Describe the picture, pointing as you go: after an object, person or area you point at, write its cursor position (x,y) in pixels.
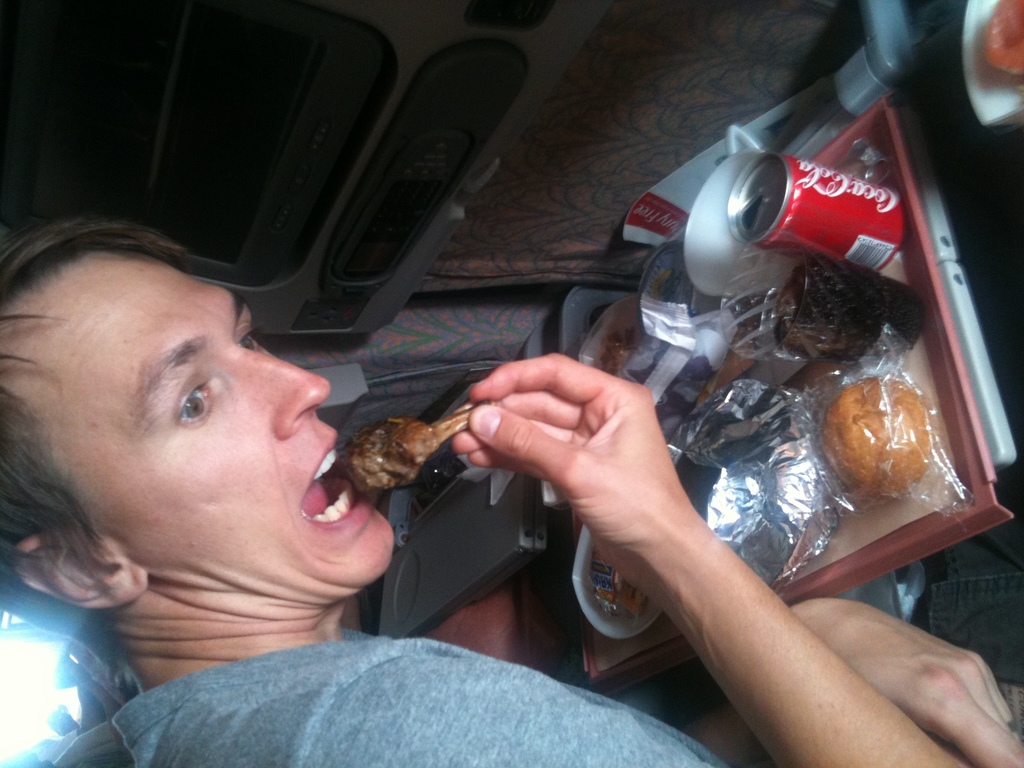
In this picture we can see a man (521,726) and he is holding food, here we can see a coke tin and some objects (972,500).
